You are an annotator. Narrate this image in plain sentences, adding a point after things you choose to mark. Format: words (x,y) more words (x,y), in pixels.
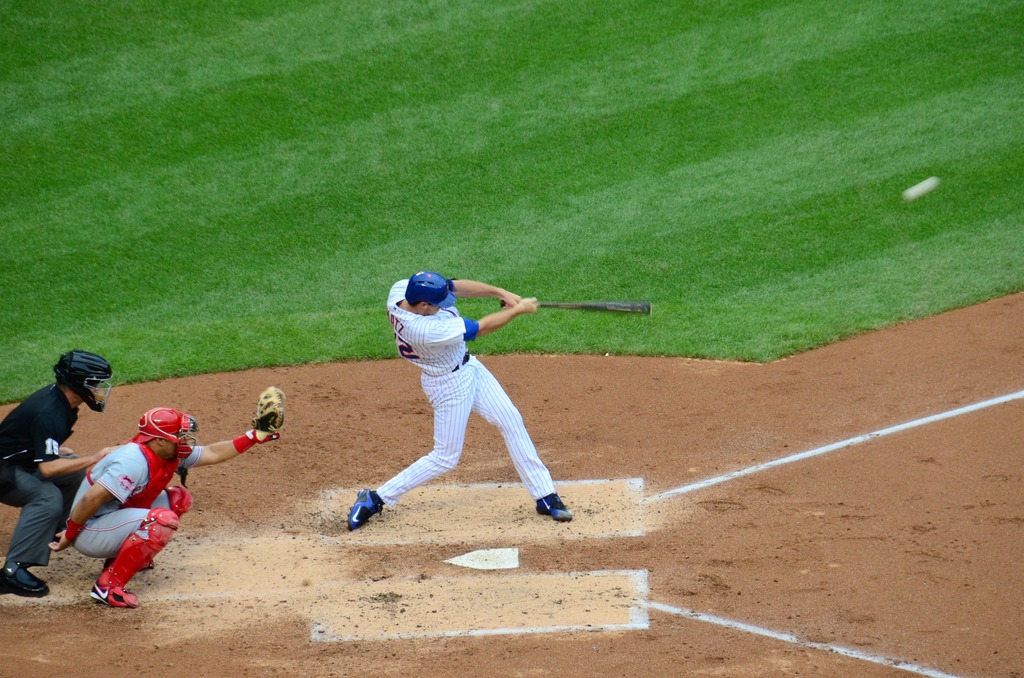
In this picture there is a man (488,289) holding a bat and wore helmet (407,286), behind him there are two people (75,470) sitting like squat position and wore helmets (165,429) and we can see ground (846,401) and grass (784,275). We can see ball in the air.
